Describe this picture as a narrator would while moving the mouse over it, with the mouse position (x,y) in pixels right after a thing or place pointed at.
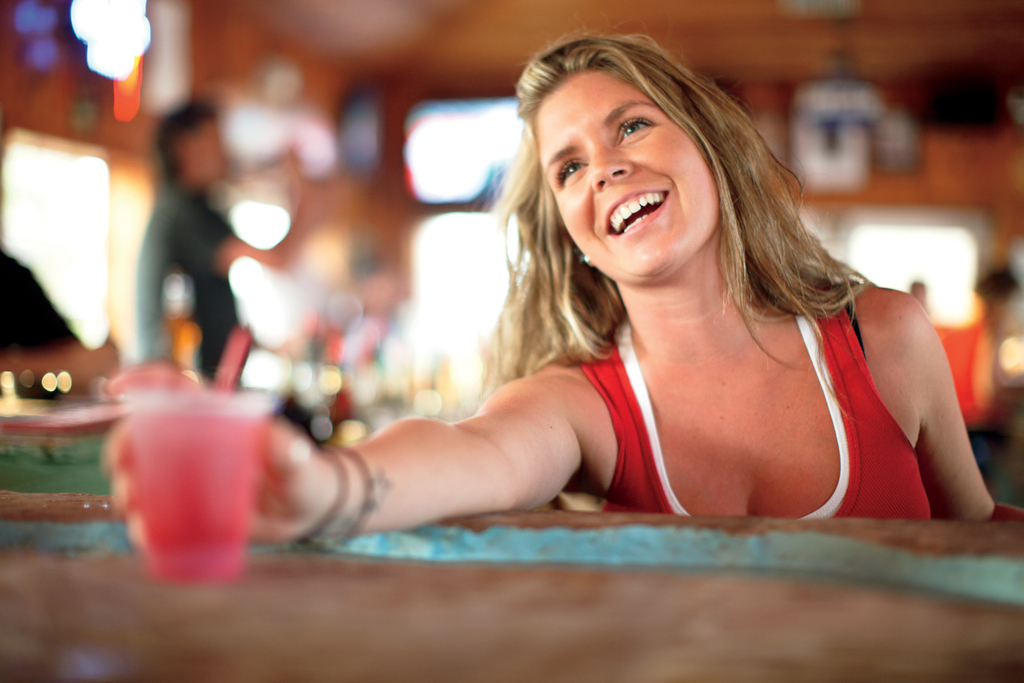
In the image there is a blond haired woman (665,160) in red vest (661,512) holding a cup (189,477) in front of table (468,558) and behind her, it seems to be a man (229,221) standing on the left side (210,292) and the background (471,291) is blurry.
